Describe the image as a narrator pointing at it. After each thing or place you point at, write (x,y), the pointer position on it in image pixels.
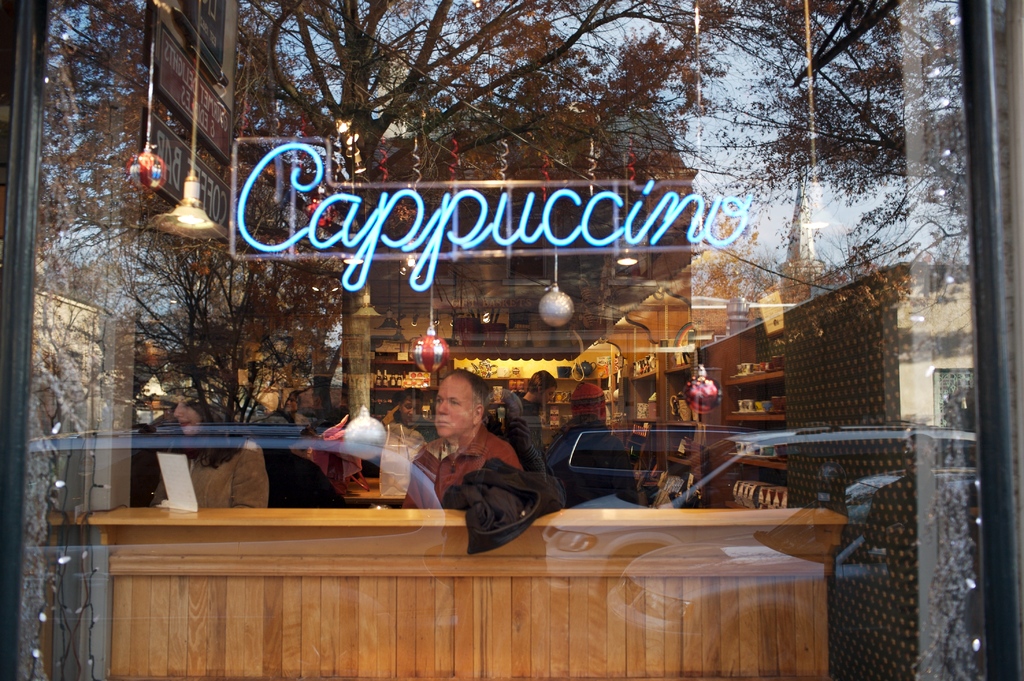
In this image I see the transparent glass (941,605) and I see many people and I see groceries (394,379) in the racks (746,419) and I see a word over here and I see the decoration (458,142) and the lights (206,228).
